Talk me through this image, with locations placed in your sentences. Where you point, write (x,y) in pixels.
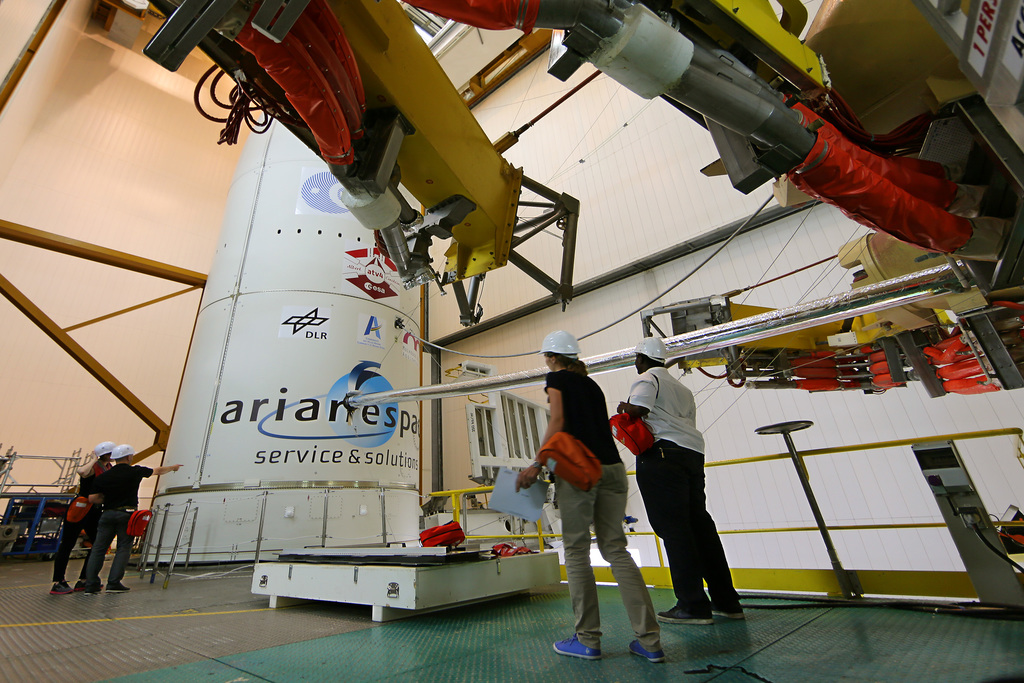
Here in this picture we can see aircraft equipments (386,116) present on a place over there and we can also see people (561,483) standing on the floor (536,625) and all of them are wearing helmets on them and in the middle (520,416) we can see windows (506,420) on the building (426,447) over there.
